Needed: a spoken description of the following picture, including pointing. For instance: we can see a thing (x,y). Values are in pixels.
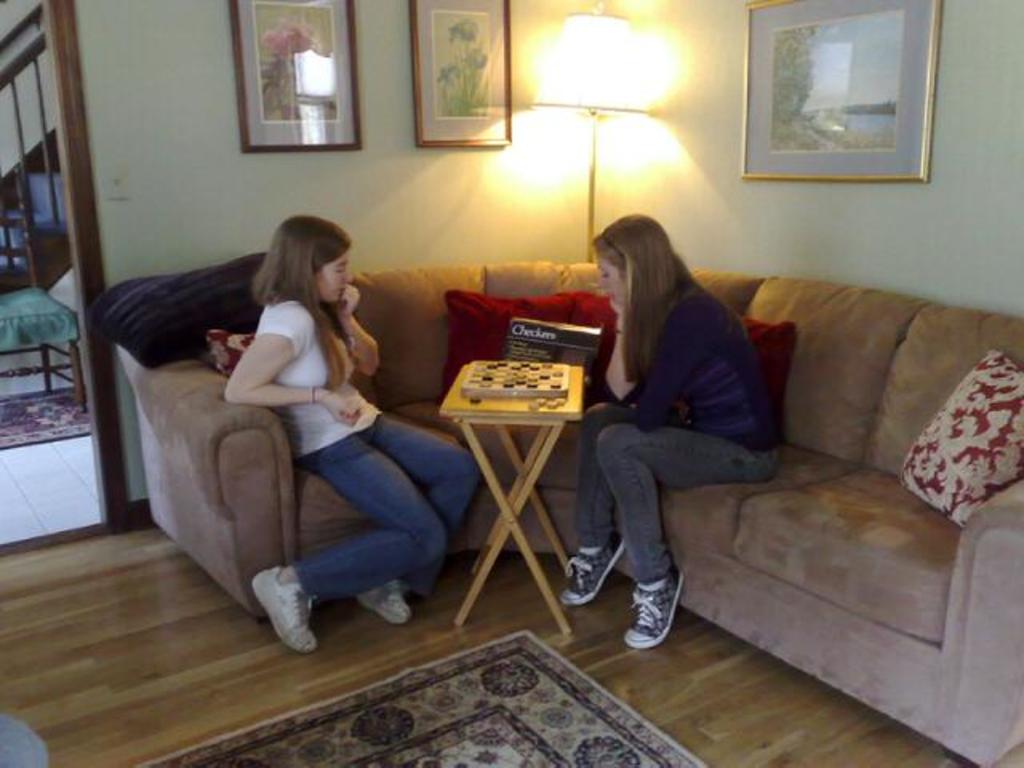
In this image I can see two women (282,581) are sitting on a sofa (780,282). On this wall (757,199) I can see few frames (307,4) and a lamp (630,48).
